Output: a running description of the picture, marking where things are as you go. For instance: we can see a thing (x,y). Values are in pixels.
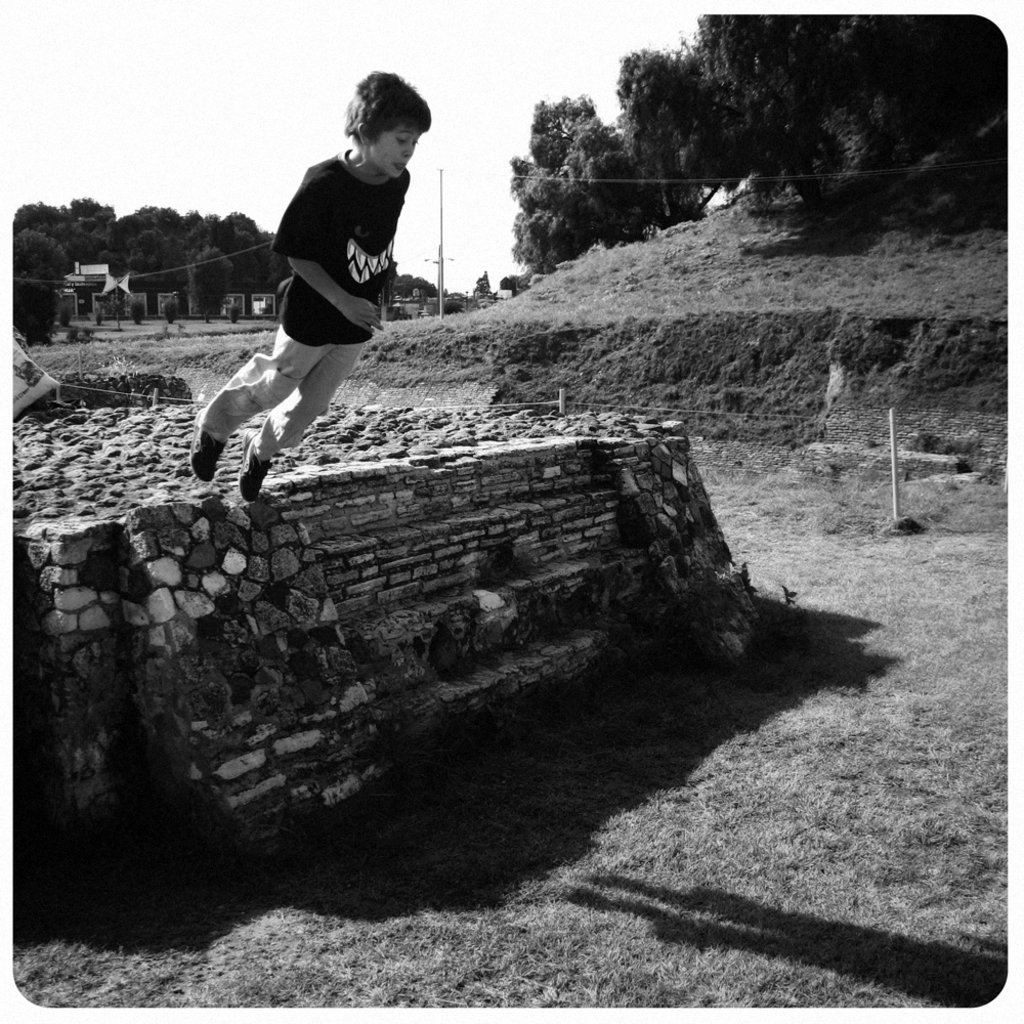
This is a black and white pic. There is a person (290,317) jumping from a platform (145,466). In the background (245,253) there are trees (180,230), poles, grass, buildings (102,288) and sky (317,77).
